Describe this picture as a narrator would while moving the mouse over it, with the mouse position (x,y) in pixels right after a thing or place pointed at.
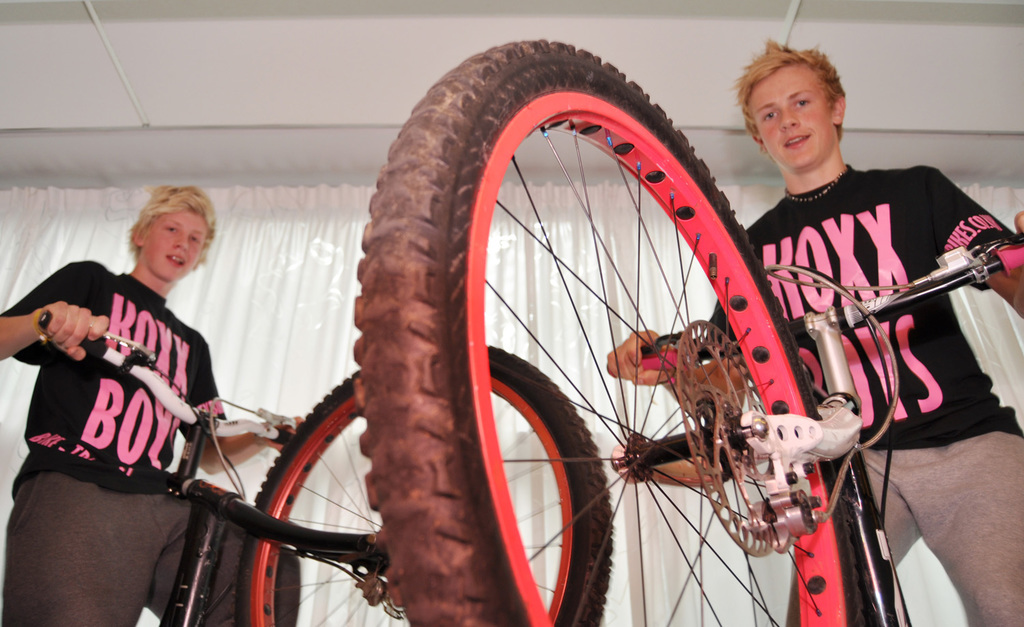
On the left side (21,574) a boy (136,403) is playing with a cycle (209,497), he wore a black color t-shirt (122,405). On the right side (749,352) another boy (836,269) is holding a cycle (845,377). This is the curtain (325,288) in the middle of an image (355,282).
